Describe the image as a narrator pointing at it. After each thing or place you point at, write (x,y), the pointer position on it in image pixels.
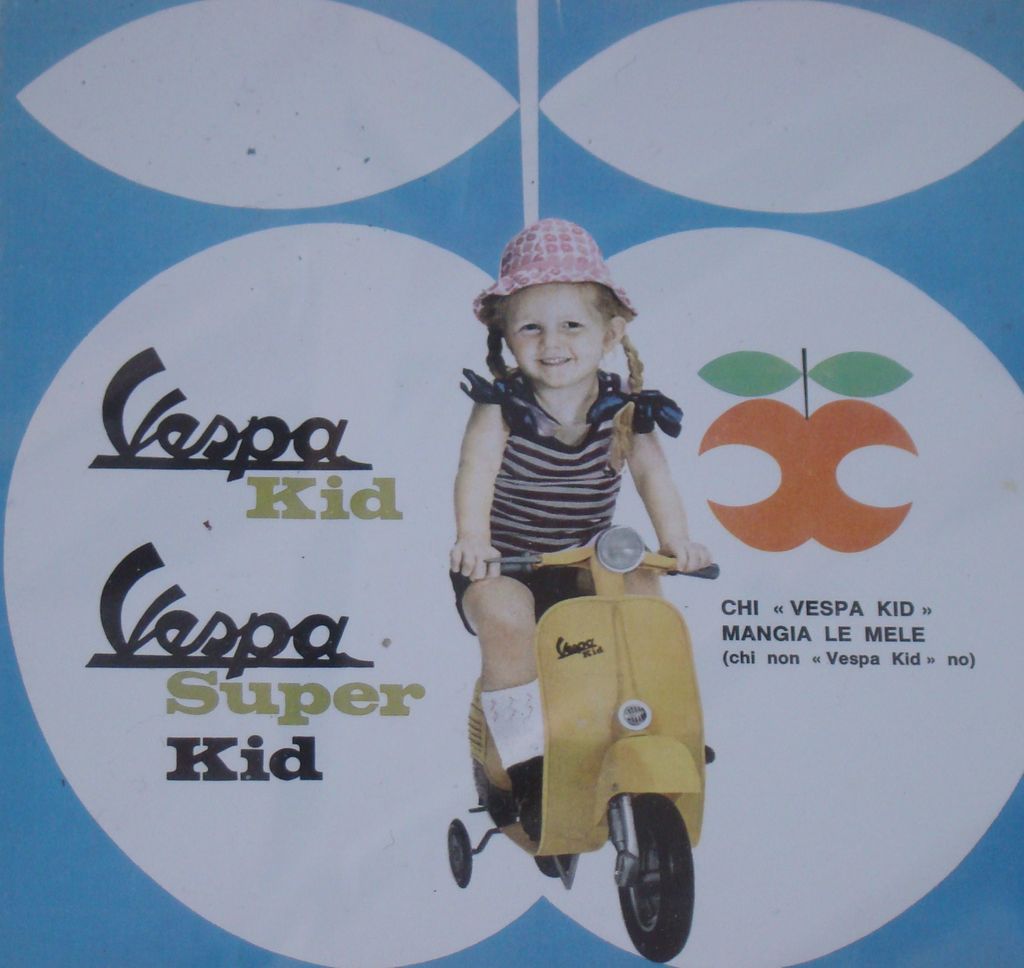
In the image we can see the poster (493,327), in the poster (455,364) we can see a child (516,412) wearing clothes (540,416), shoes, socks (537,709) and a hat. We can even see the vehicle (655,684) and the text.
